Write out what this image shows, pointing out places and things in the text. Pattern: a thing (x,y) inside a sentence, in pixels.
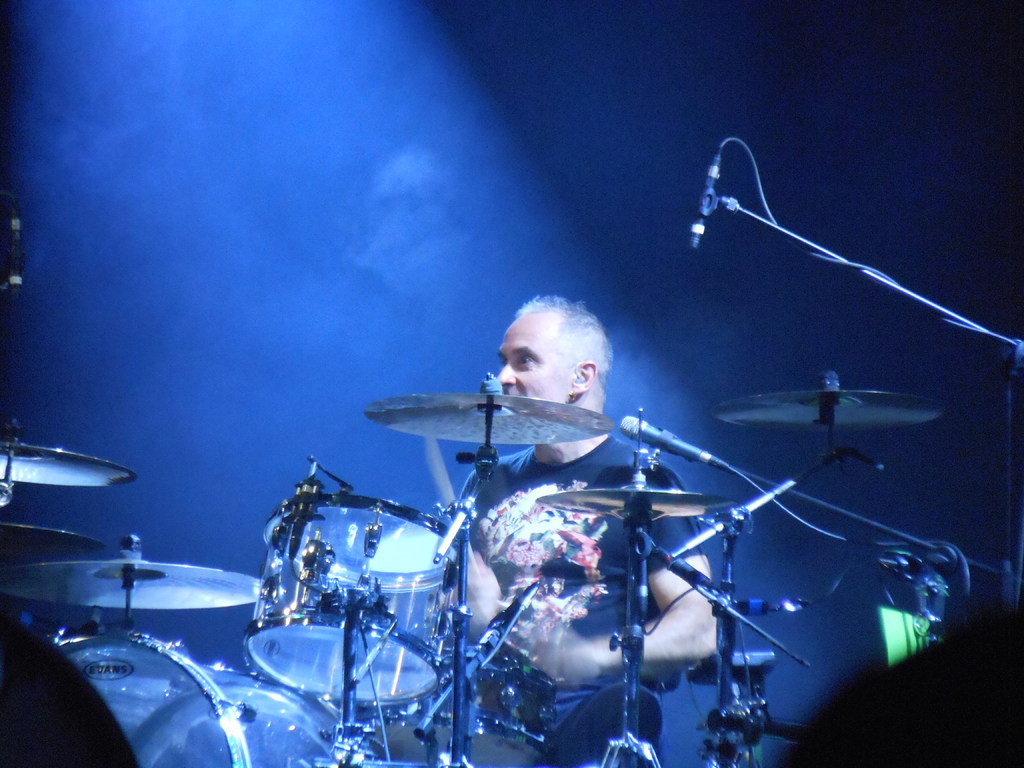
In this image we can see a person (581,605) playing drums (173,671), there are some mics (498,625), and the background (621,299) is dark.
